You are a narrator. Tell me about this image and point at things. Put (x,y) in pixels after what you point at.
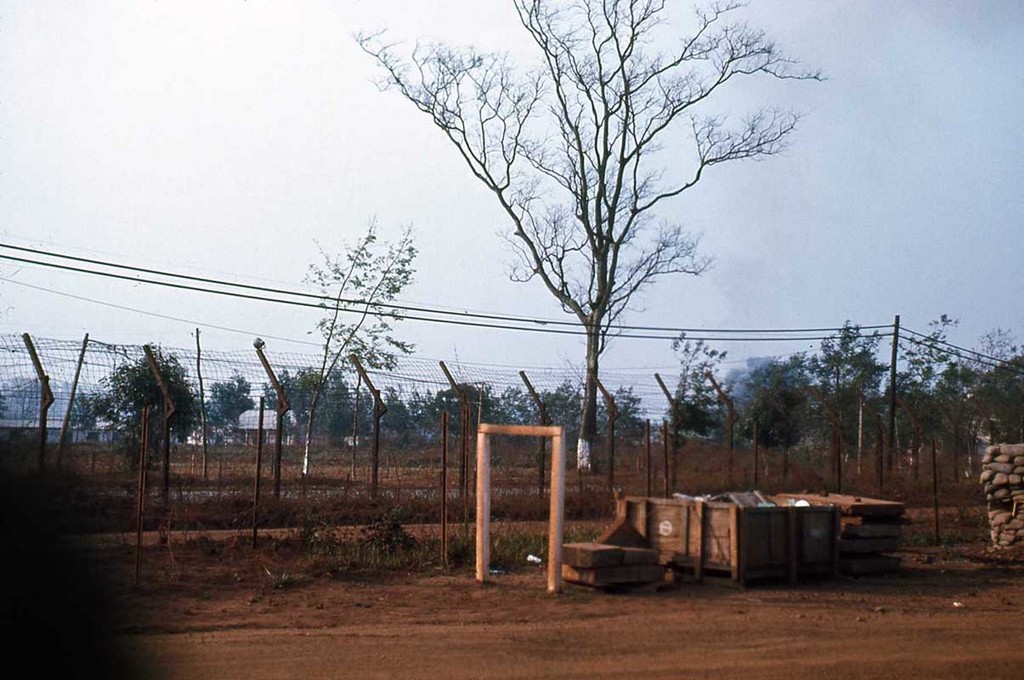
In this image we can see a container (756,533) placed on the ground (728,579). In the center of the image (447,446) we can see a fence (691,444), a group of trees (370,418), pole (895,372) with cables (709,332). To the right side of the image (1020,476) we can see a stone wall (999,526) and some wood pieces (873,543) are placed on the ground (819,590). In the background (273,139), we can see the sky (304,154).
